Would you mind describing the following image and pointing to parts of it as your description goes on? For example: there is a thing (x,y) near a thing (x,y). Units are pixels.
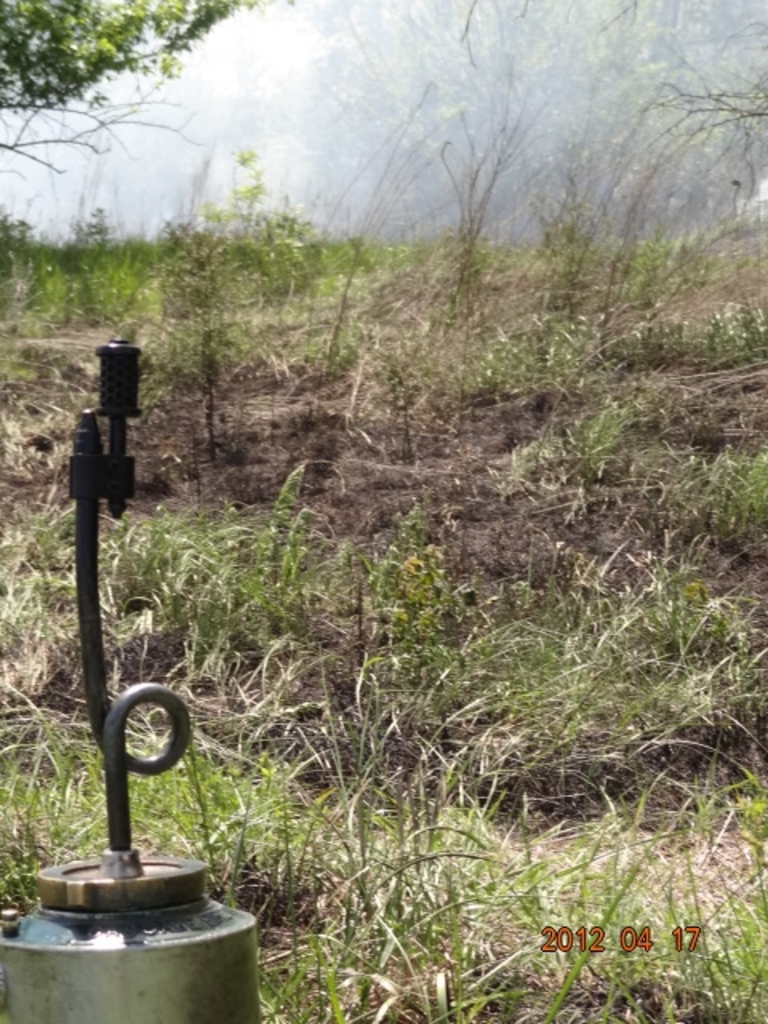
This image is taken outdoors. At the bottom of the image (445,909) there is a ground (394,587) with grass (192,577) on it. On the left side of the image (98,941) there is an object (110,915) with a metal rod (99,668) on the ground (69,421). In the background (585,242) there are a few trees (212,9) and a few plants (492,239) on the ground (299,240).
